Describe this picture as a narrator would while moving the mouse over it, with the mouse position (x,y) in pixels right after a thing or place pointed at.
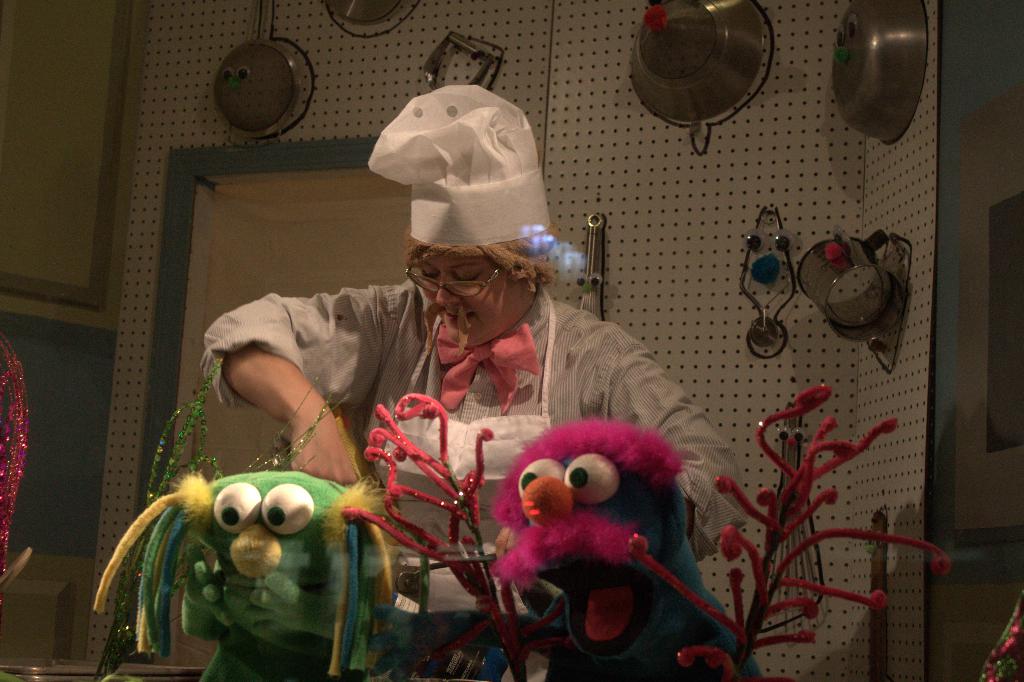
In this image I can see the person (508,424) wearing the ash color dress (561,392) and the white color apron (477,433) and also hat (396,136). In-front of the person (353,397) I can see two toys (590,495) which are in different colors. In the back (258,88) there are many utensils (272,84) to the wall (649,227).
